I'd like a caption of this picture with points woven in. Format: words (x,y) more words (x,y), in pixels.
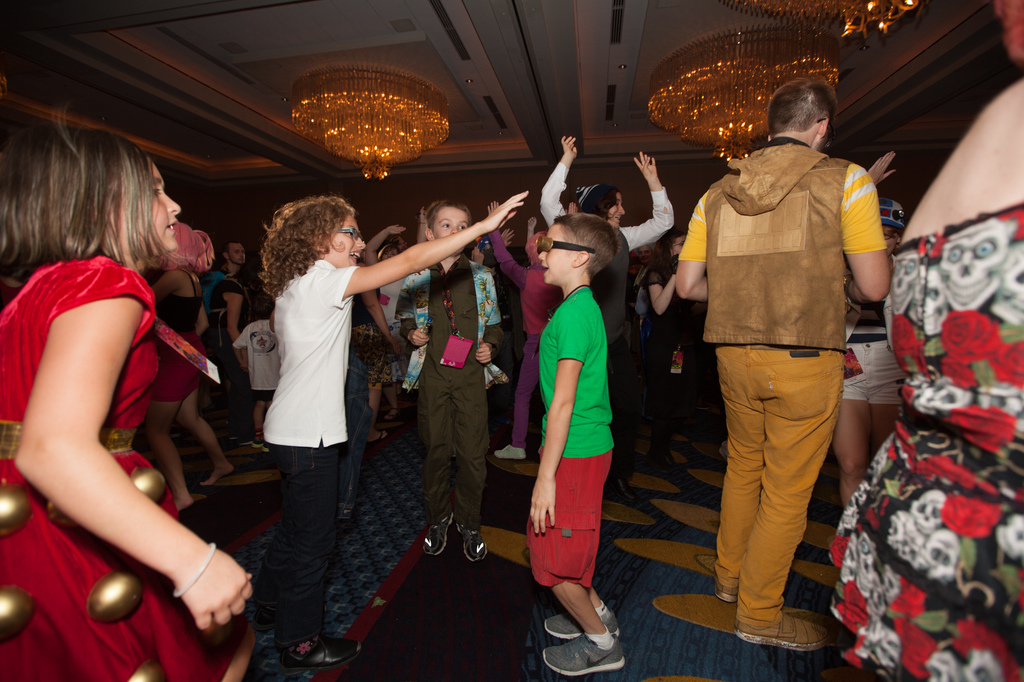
In the picture we can see group of people (338,438) standing and top of the picture (520,133) there is roof (389,65).
